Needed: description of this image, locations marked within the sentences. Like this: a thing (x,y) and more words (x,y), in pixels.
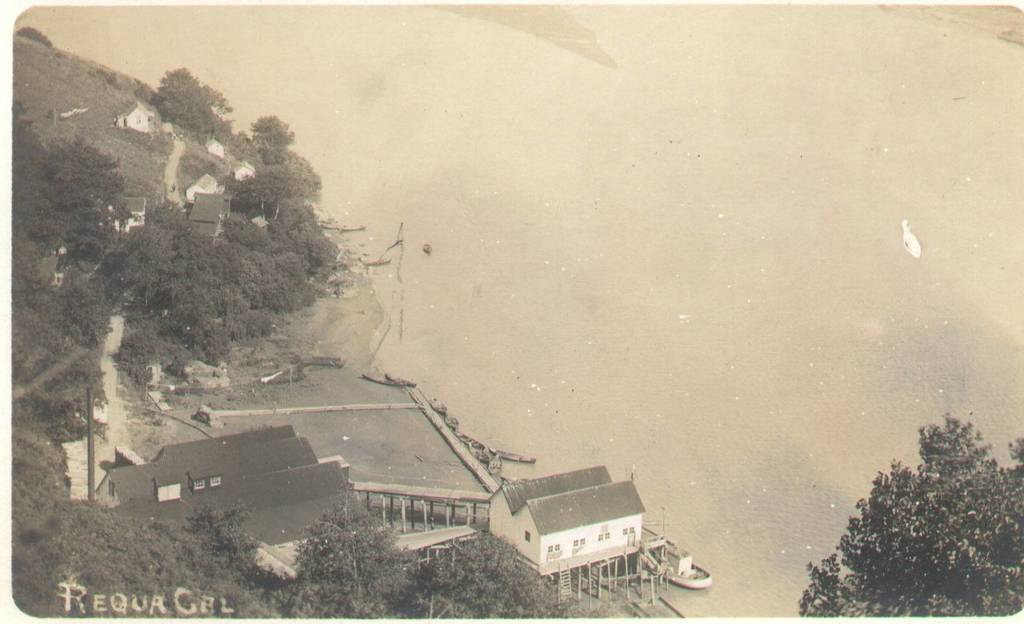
In the picture I can see houses (249,516), trees (466,551), boats (667,556) on the water (554,294) and some other objects (355,481). This image is black and white in color. I can also see a watermark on the image.
